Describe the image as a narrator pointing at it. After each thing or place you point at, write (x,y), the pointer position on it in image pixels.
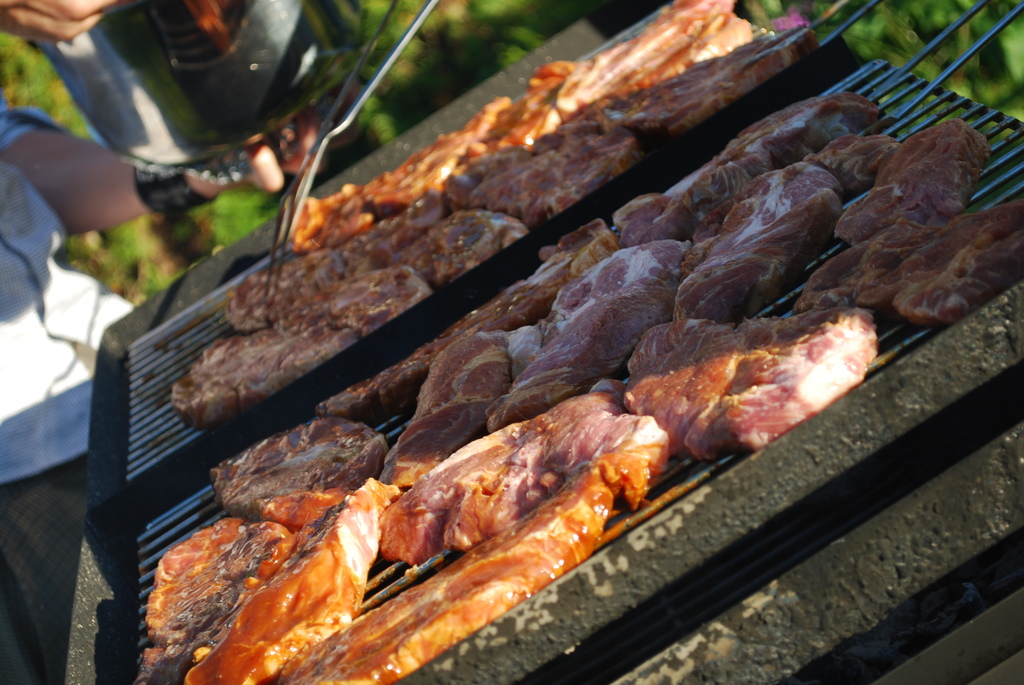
In this image we can see the pieces of meat (475,217) on the grill (910,344). On the left (58,258) there is a person (79,159) holding an object (212,73). We can also see the plants (960,36) in the background (960,36).
